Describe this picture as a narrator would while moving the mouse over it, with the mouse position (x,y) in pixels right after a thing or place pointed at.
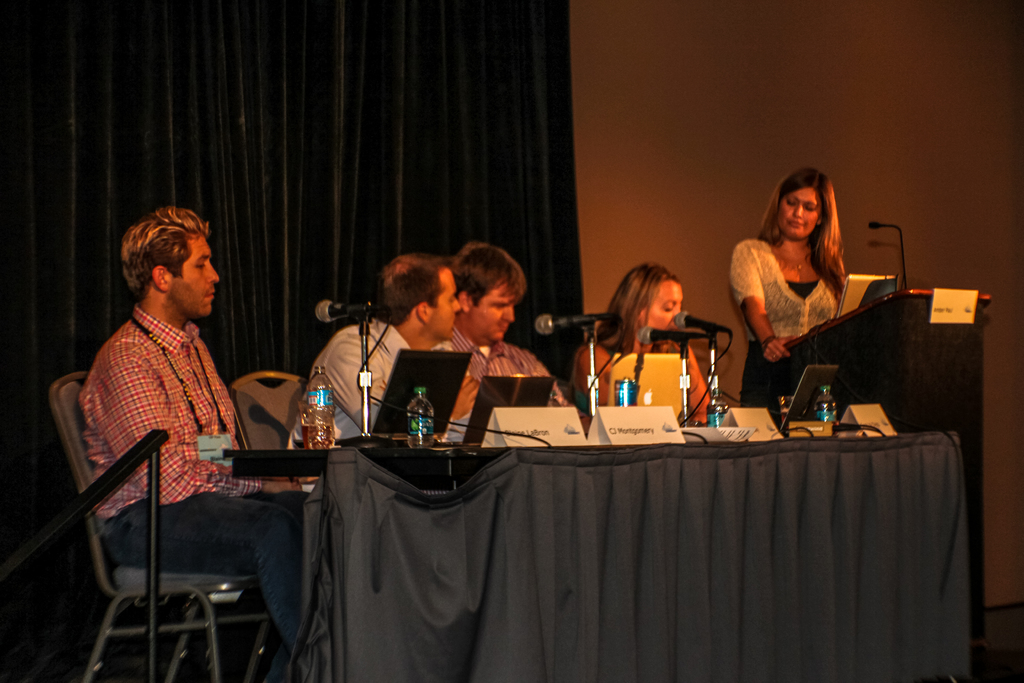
In this picture I can see a table (389,471) in front (592,397), on which there are laptops (484,382), mics (366,383), water bottles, wires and name boards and behind the table (502,466) I can see 3 men (134,405) and a woman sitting on chairs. On the right side of this picture (899,310) I can see a podium (888,338) on which there is a mic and I see a woman (831,291) behind the podium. In the background (716,268) I can see the wall (864,192) and the curtains (434,221).
